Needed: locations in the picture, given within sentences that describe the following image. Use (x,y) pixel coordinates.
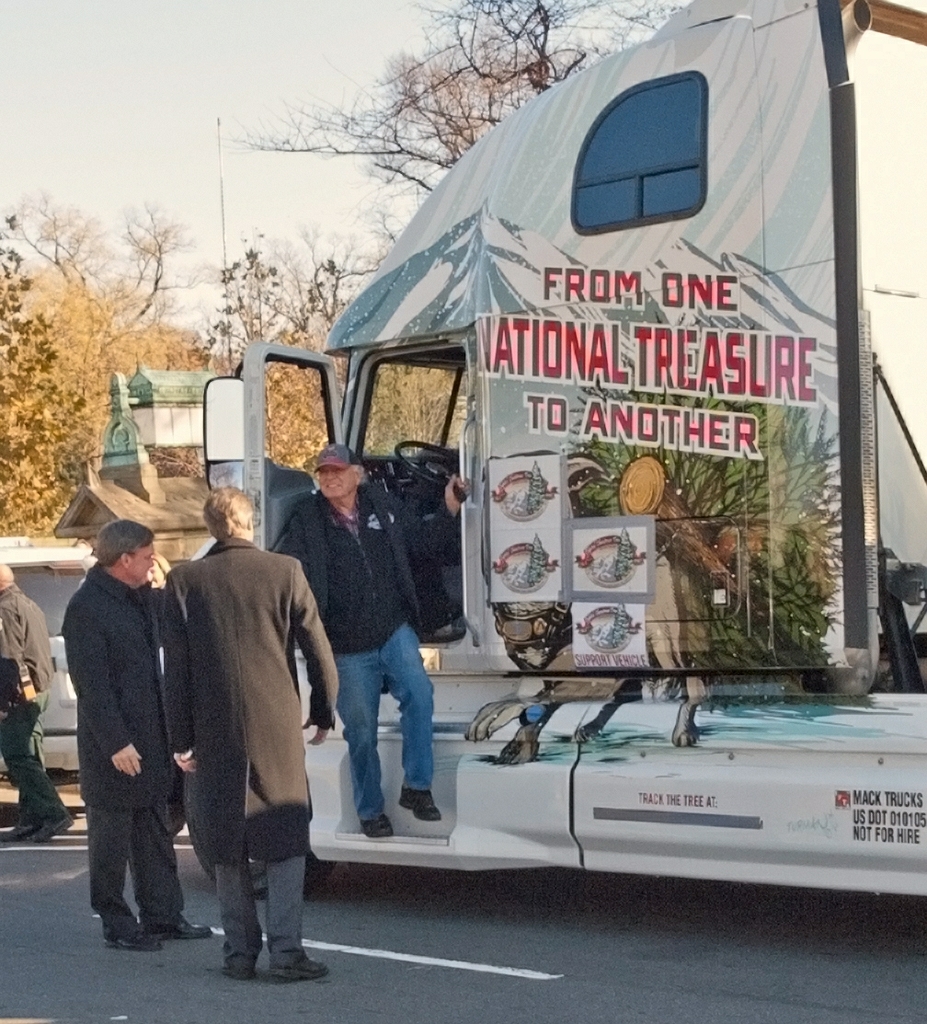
In this image we can see some vehicles (519,390) and some people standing on the road (543,994). We can also see a person (396,657) standing beside the door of a truck (542,612). On the backside (308,416) we can see a building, a group of trees (302,401), a pole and the sky (289,241) which looks cloudy.
